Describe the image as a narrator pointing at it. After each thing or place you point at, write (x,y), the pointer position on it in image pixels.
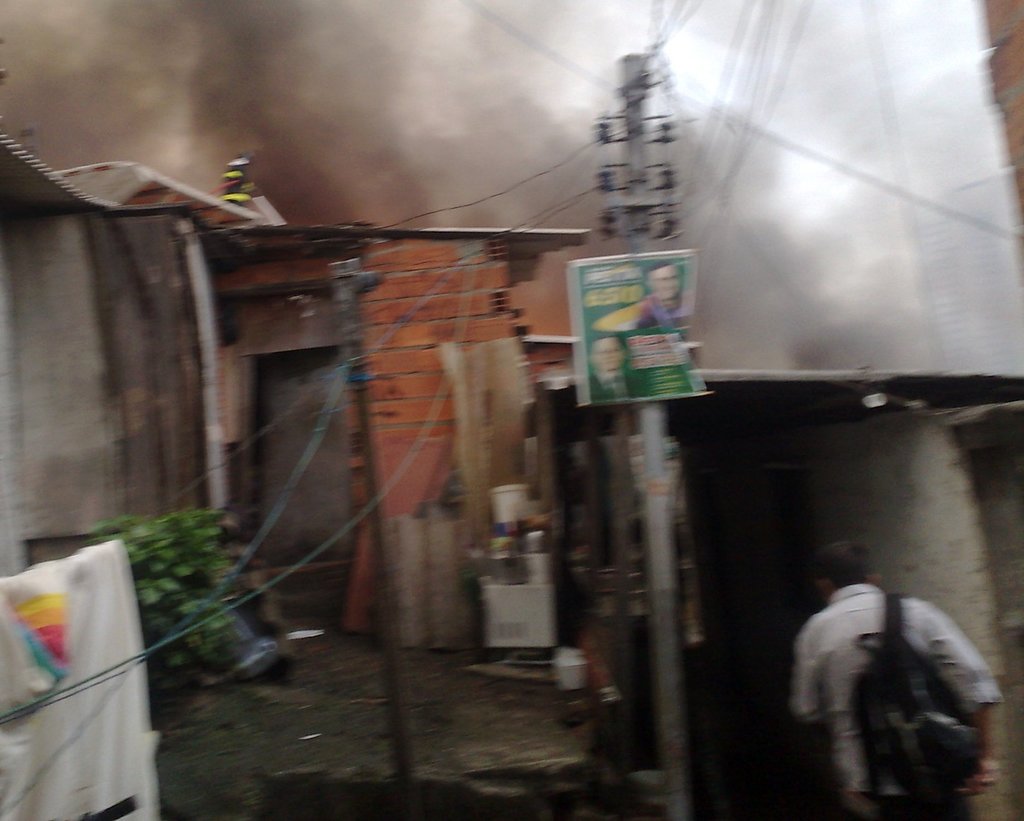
In this image I can see an electric pole (668,127), wires (273,516), houses (307,405) and a person (915,647) on the road (495,682). At the top (374,97) I can see a smoke (378,88). This image is taken may be in the evening.
